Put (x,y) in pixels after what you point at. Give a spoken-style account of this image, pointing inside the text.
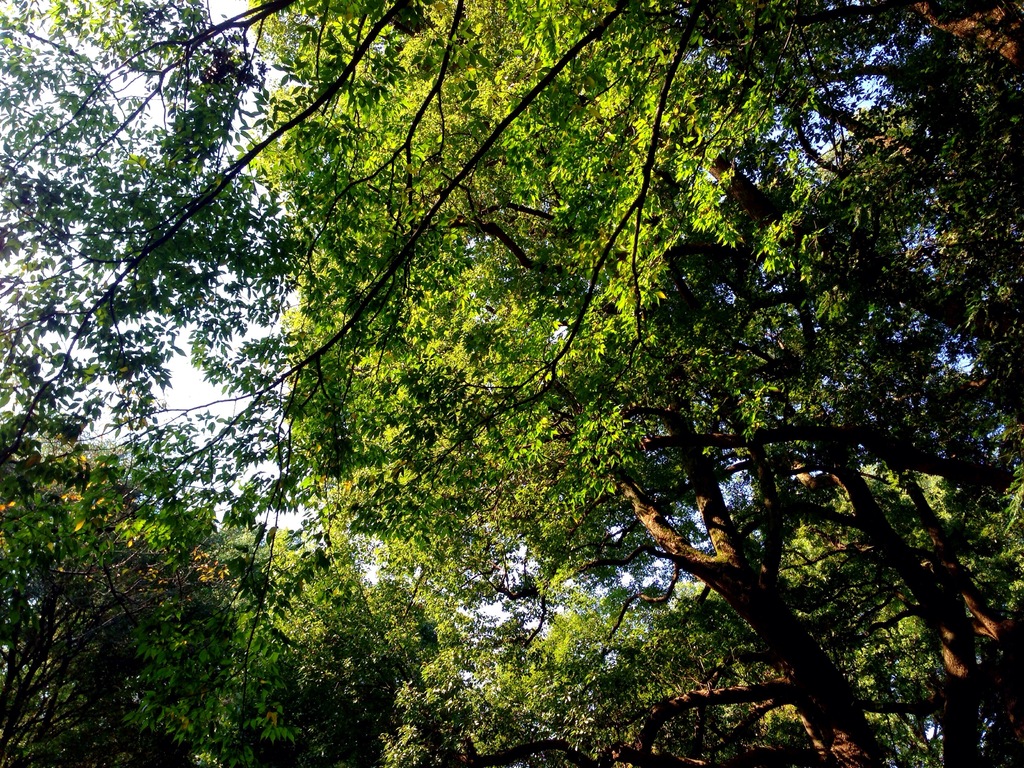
In this picture we can see trees (358,376) and in the background (256,237) we can see the sky (233,399).
